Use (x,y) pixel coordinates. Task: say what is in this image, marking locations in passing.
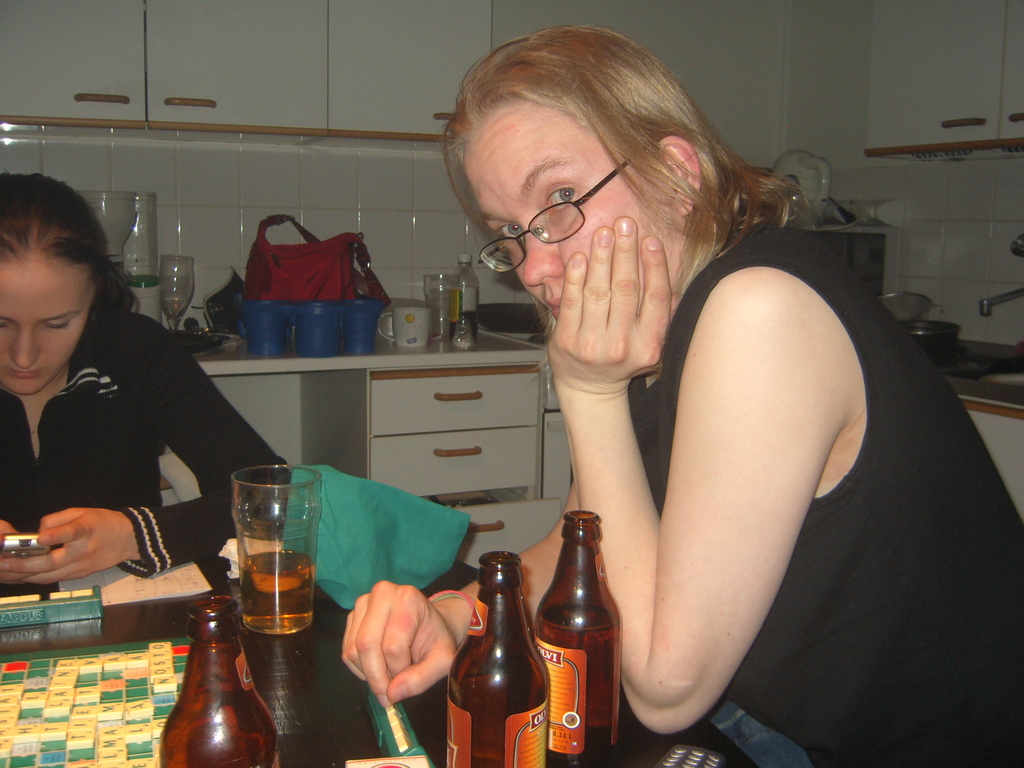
In this image I can see the two people (187,546). One person (70,518) is holding the mobile (22,537). In front of them there are bottles (463,704) and the glass (295,602) and these are on the table (254,641). At the back (312,289) there are some objects (415,342) on the countertop (506,360).
